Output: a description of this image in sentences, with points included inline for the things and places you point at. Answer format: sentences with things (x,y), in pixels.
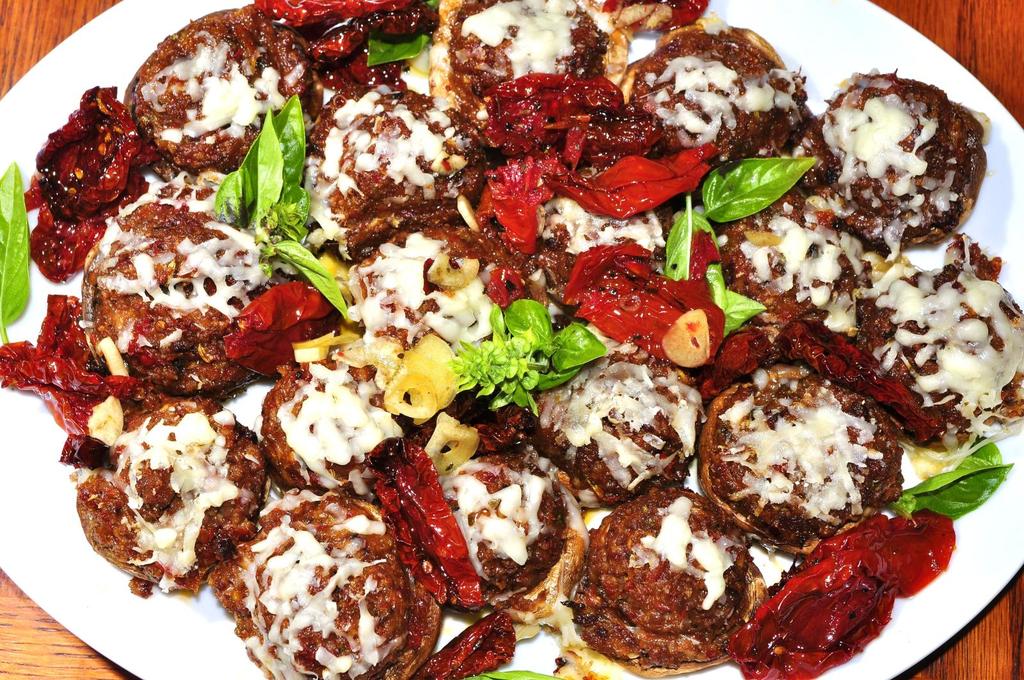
These are the food items (439,280) in a white color plate (18,509).
